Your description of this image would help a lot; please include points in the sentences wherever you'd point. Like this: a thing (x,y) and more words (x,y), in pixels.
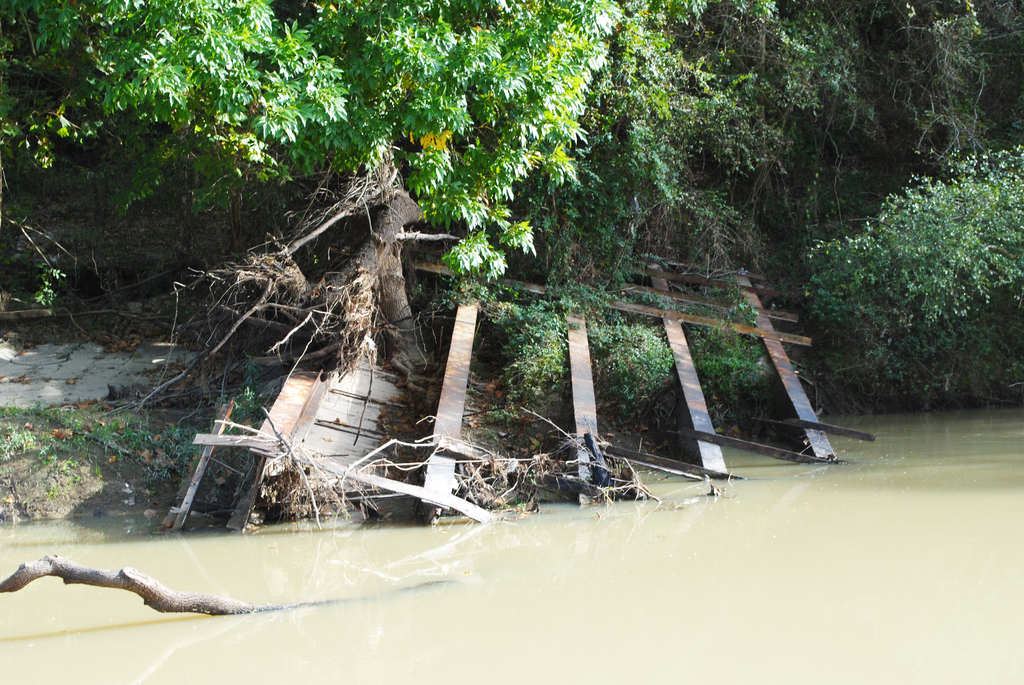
At the bottom of this image (387,596), there is a branch (136,579) of a tree (119,577) in the water (447,574). In the background (276,245), there are trees (1006,141), plants (615,342), dry leaves (135,336), wood (137,316) and iron objects (307,409).
